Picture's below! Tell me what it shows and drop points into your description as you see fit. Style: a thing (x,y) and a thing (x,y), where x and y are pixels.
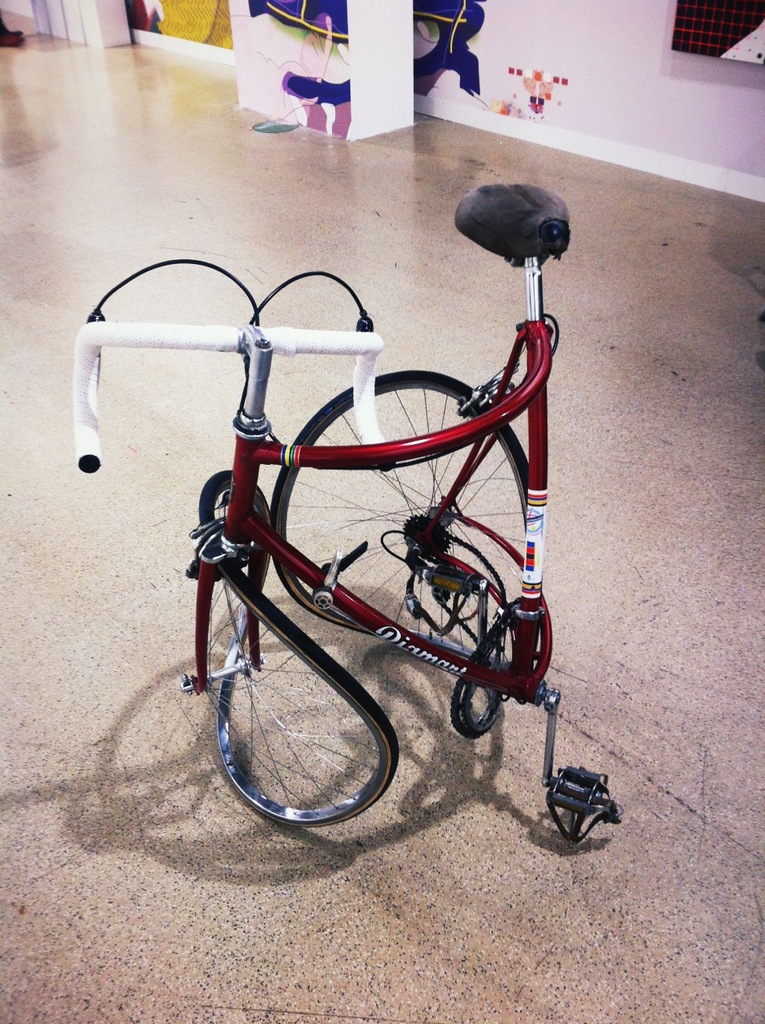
In the image there is a twisted bicycle (114,340) on the floor (499,499) and in the back (494,59) there is wall (295,105).
